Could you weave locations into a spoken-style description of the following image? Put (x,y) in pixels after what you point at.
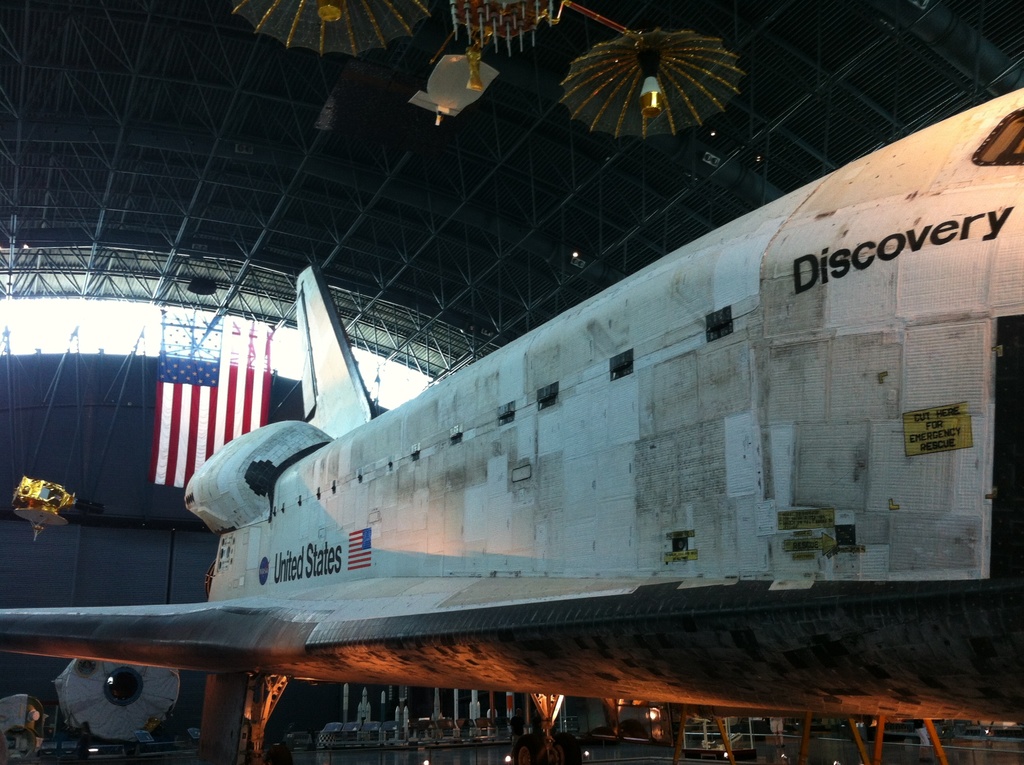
In this picture we can see an airplane (611,501) in the front (555,486), in the background (261,404) there is a flag (218,364), we can see metal rods (242,147) at the top of the picture (637,94), they are looking like chandeliers (622,101) at the top of the picture (445,43).
